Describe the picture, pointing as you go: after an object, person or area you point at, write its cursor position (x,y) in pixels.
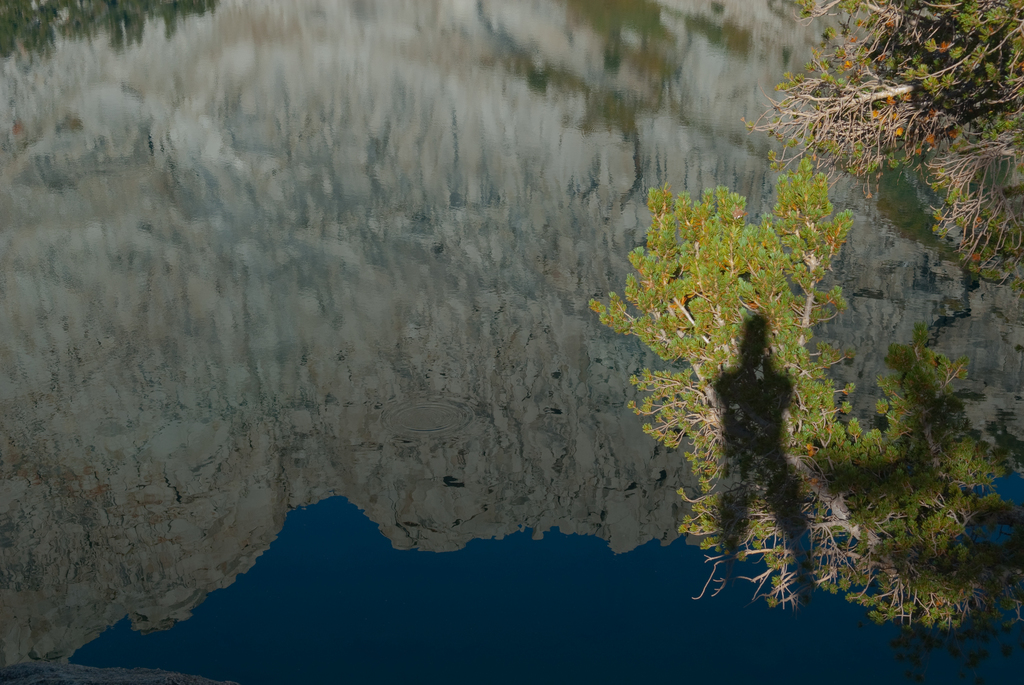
These are trees (802,455) and water (340,434).
